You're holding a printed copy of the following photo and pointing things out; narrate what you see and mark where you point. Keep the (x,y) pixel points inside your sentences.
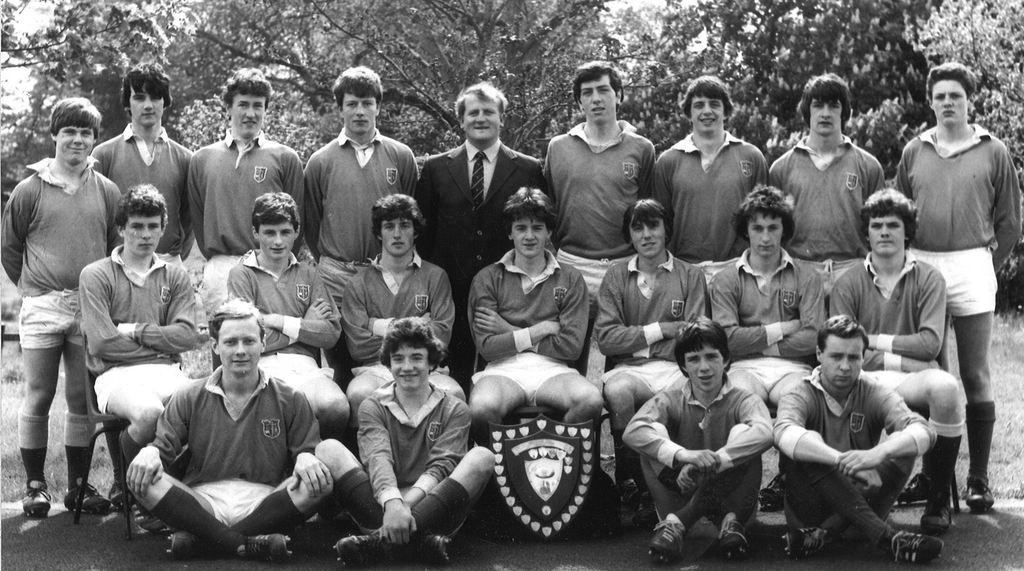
This is a black and white image where we can see a group of persons (138,287) in the middle of this image (647,332), and there are trees (780,87) in the background (780,87). There is a shield (574,496) at the bottom of this image (544,507).
